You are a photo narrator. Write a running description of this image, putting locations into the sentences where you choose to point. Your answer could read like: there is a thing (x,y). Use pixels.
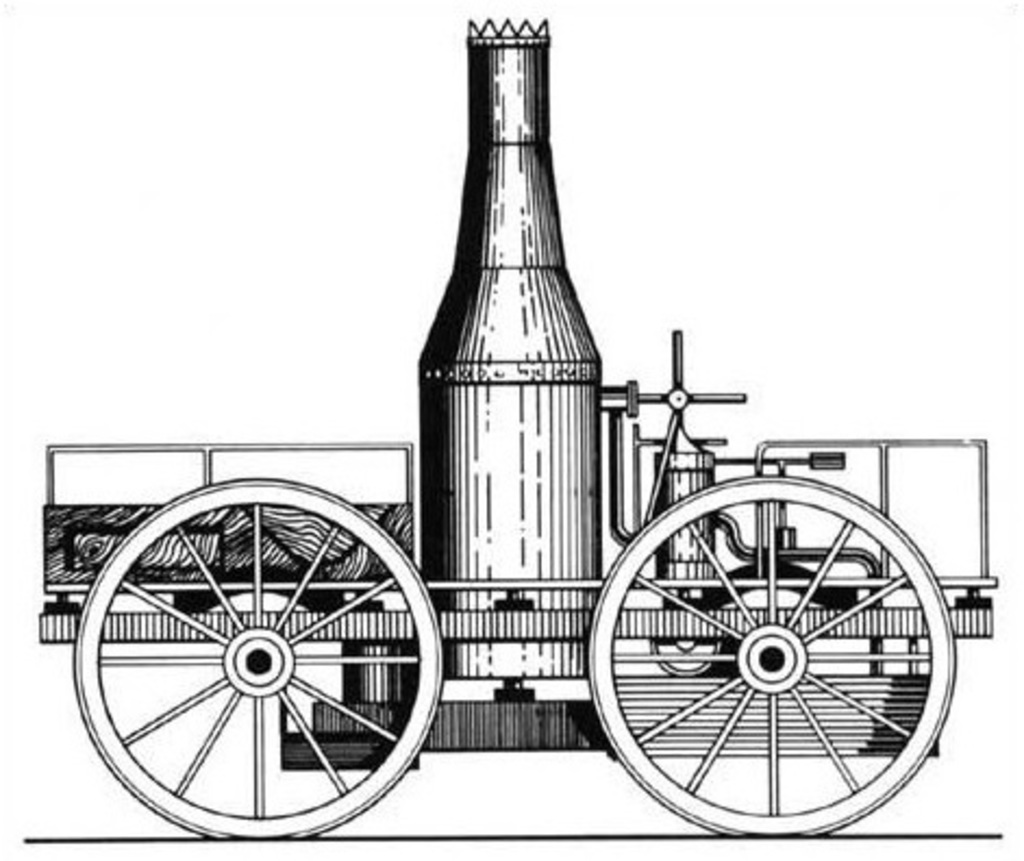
In this image we can see a painting (519,551) of one cart like structure vehicle (506,530).
